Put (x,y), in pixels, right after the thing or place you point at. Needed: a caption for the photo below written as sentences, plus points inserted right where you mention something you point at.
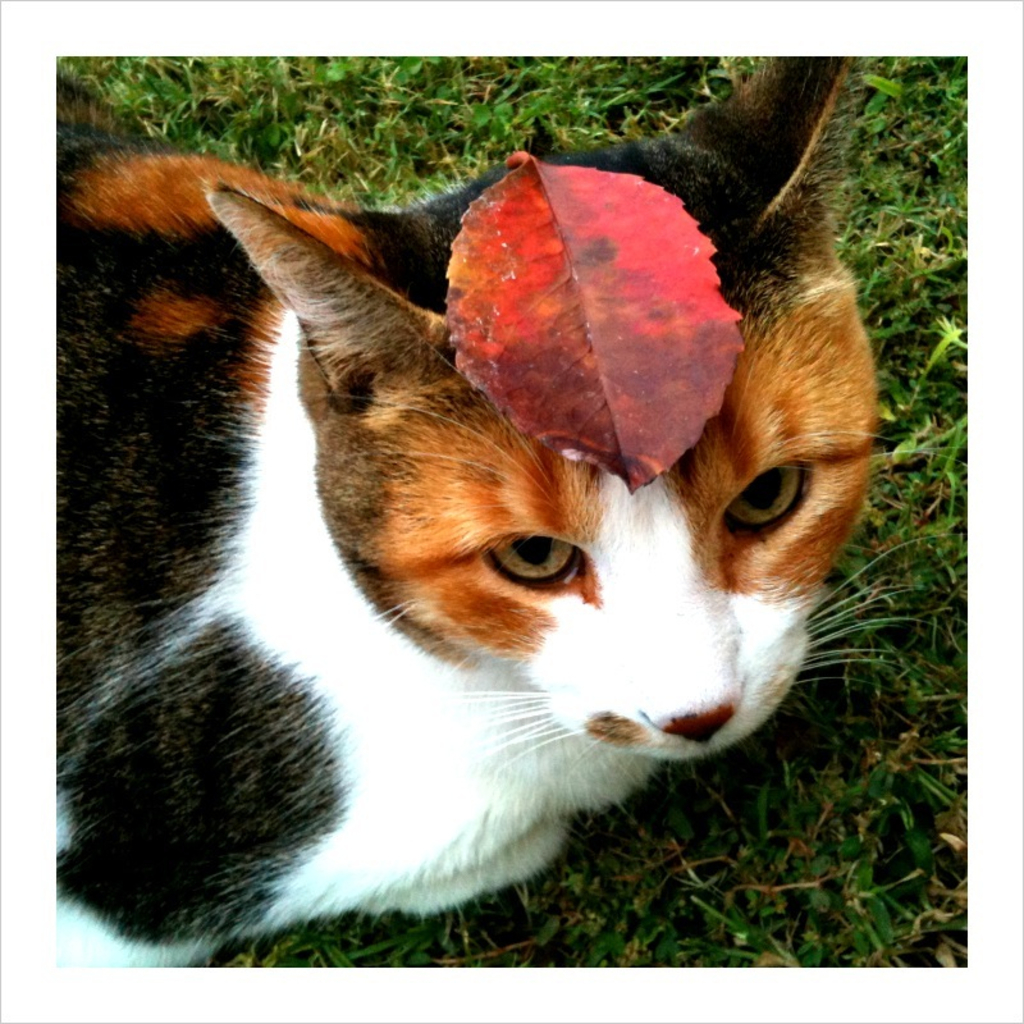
In this image we can see a cat (502,662). On the ground (684,827) there is grass (818,846). On the head (636,587) of the cat (585,507) there is a leaf (549,293).
